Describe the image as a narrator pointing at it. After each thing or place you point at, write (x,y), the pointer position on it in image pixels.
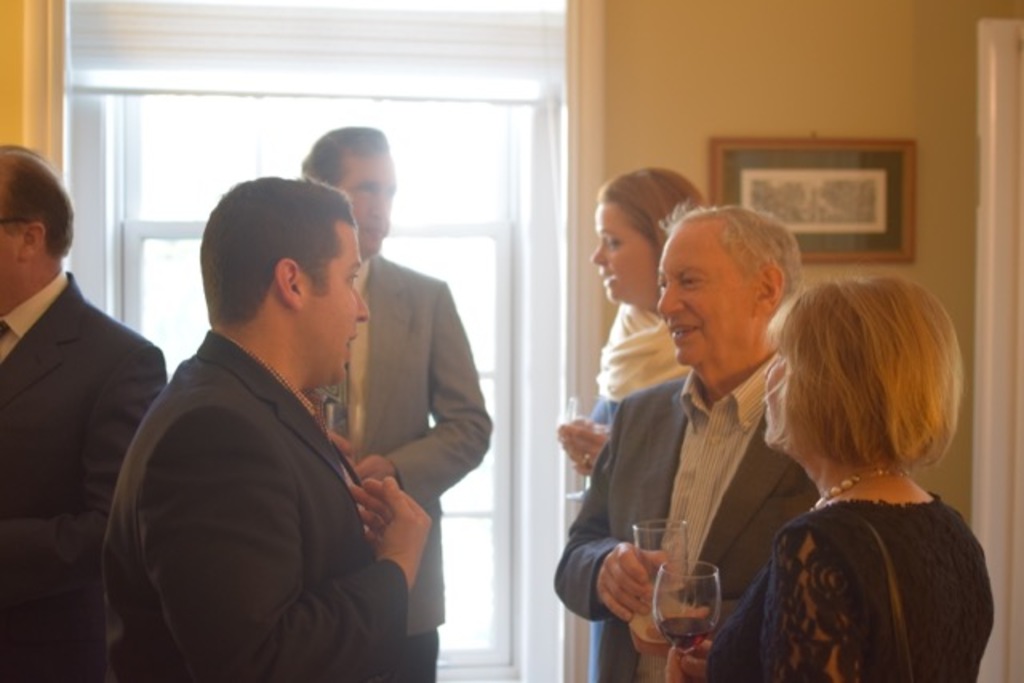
In the center of the image (638,437) we can see persons (672,398) standing and holding a glass tumblers (659,534). In the background (714,51) we can see door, wall (812,17) and photo frame (755,188).
